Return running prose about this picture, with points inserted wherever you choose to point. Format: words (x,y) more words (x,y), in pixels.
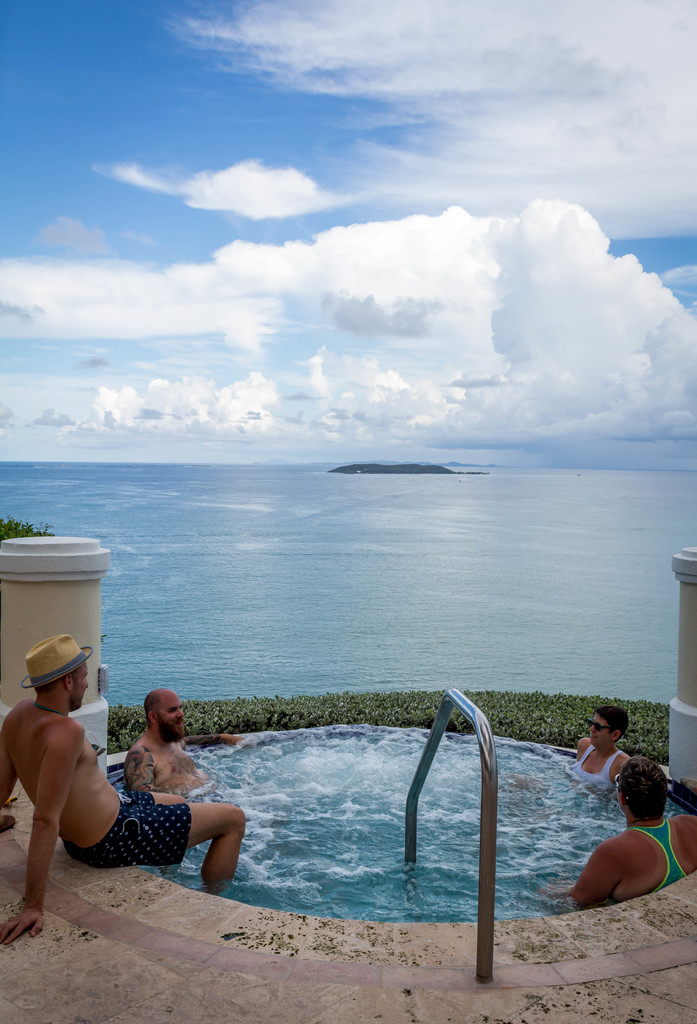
In this image there are three persons (657,777) in a pool (326,784), another person (41,663) sitting beside the pool (239,881), there are plants (354,693), water (351,591), sky (660,374).
